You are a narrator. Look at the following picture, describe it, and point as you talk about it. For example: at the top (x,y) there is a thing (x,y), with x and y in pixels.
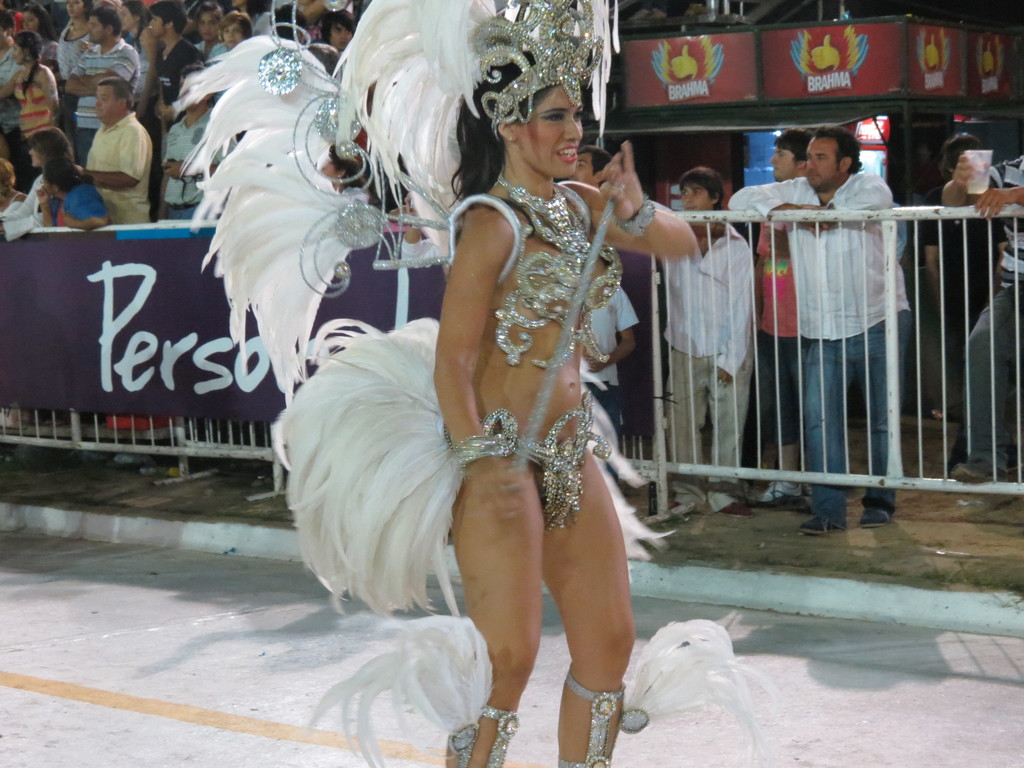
In this image I can see the person (406,356) standing and the person (519,113) is wearing white color dress (391,521). In the background (99,305) I can see the board (87,293) attached to the railing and I can see group of people (126,42) standing.
